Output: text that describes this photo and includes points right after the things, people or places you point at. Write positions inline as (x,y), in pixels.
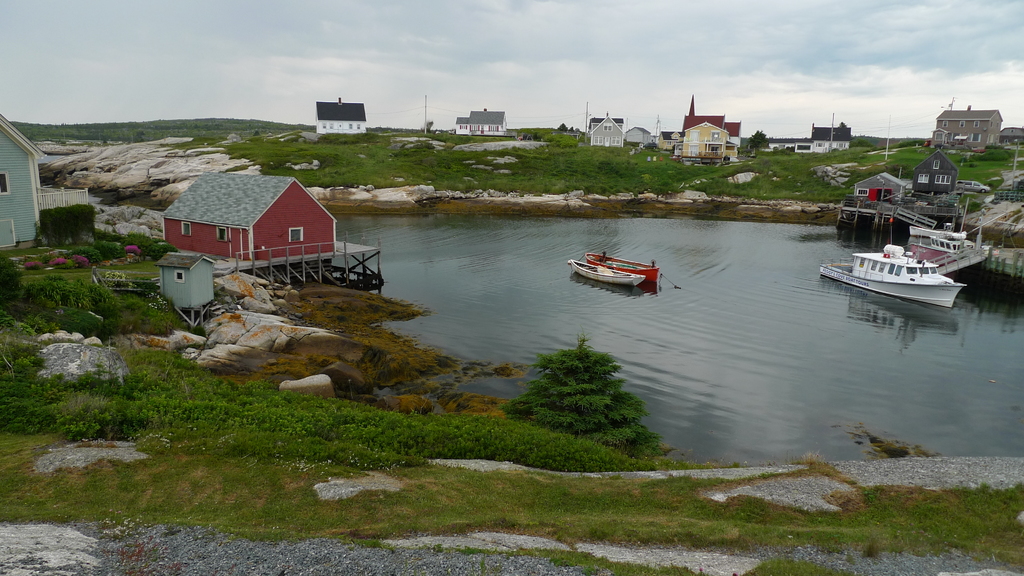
In this image we can see houses (619,136), there are four boats (639,269) on the lake (593,325), there are plants (372,422), trees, grass (214,455), and the stones (268,284), also we can see the sky (776,54).
